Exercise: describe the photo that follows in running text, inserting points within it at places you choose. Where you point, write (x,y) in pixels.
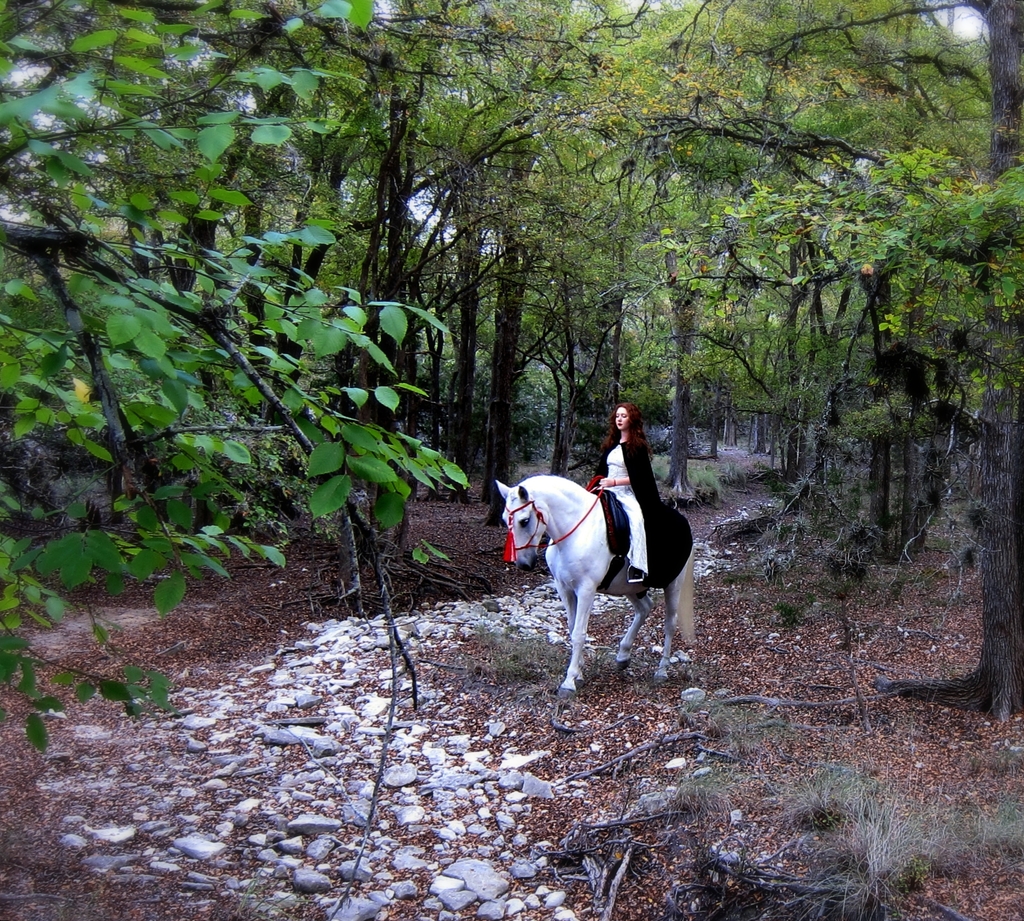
In this image there is a woman (615,489) on the horse (649,591) which is present on the ground (588,769). In the background (927,426) there are many trees (773,349). Stones (322,804) are also visible in this image.
